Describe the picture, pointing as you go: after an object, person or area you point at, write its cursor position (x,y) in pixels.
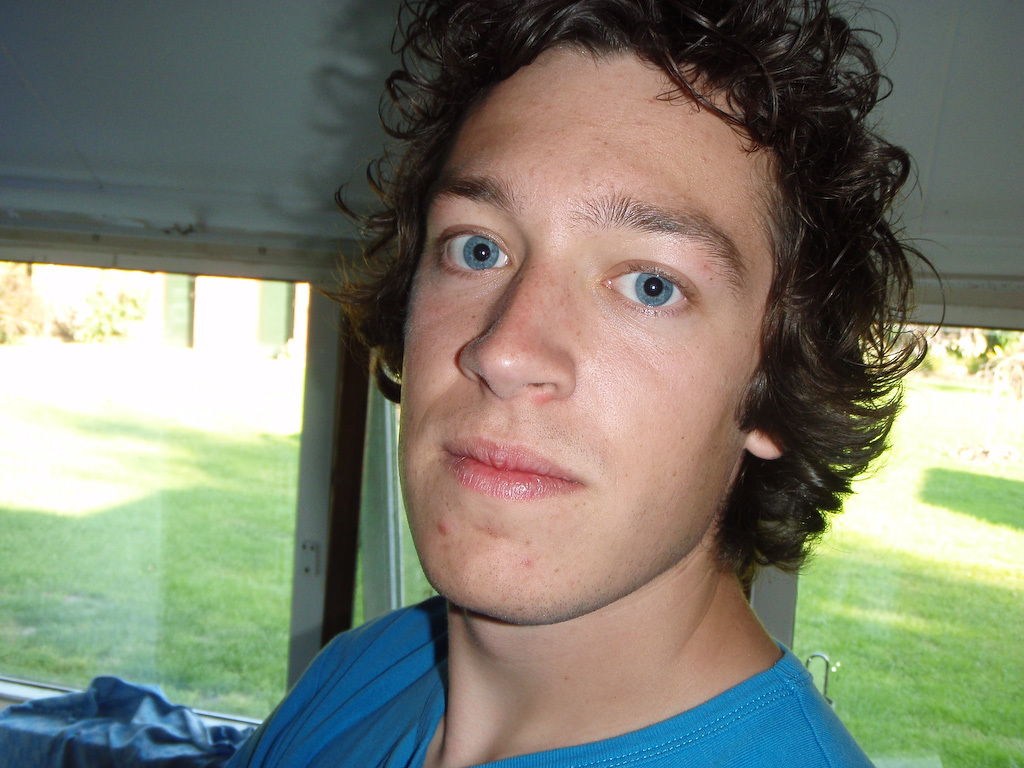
In this image there is a man (575,401) sitting on chair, in the background (920,171) there is a wall (945,178) to that wall (1008,243) there are windows (362,557), through that windows (222,482) garden (224,456) is visible.
